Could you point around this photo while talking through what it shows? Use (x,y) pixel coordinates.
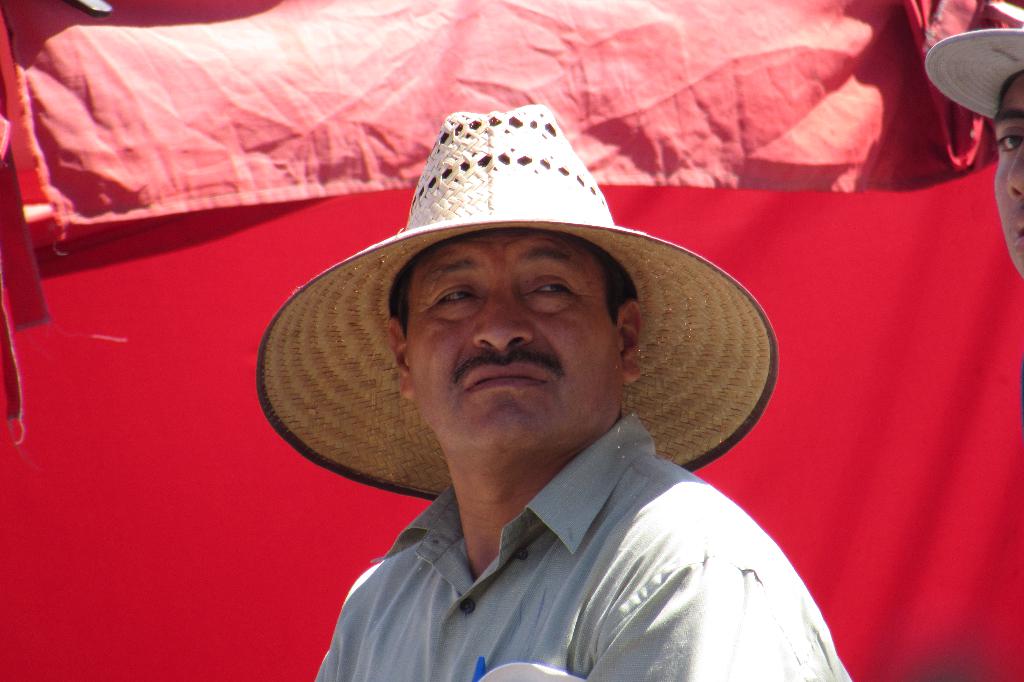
In this image there are two persons (501,507) with hats (528,207), and there is red color background (169,254).
